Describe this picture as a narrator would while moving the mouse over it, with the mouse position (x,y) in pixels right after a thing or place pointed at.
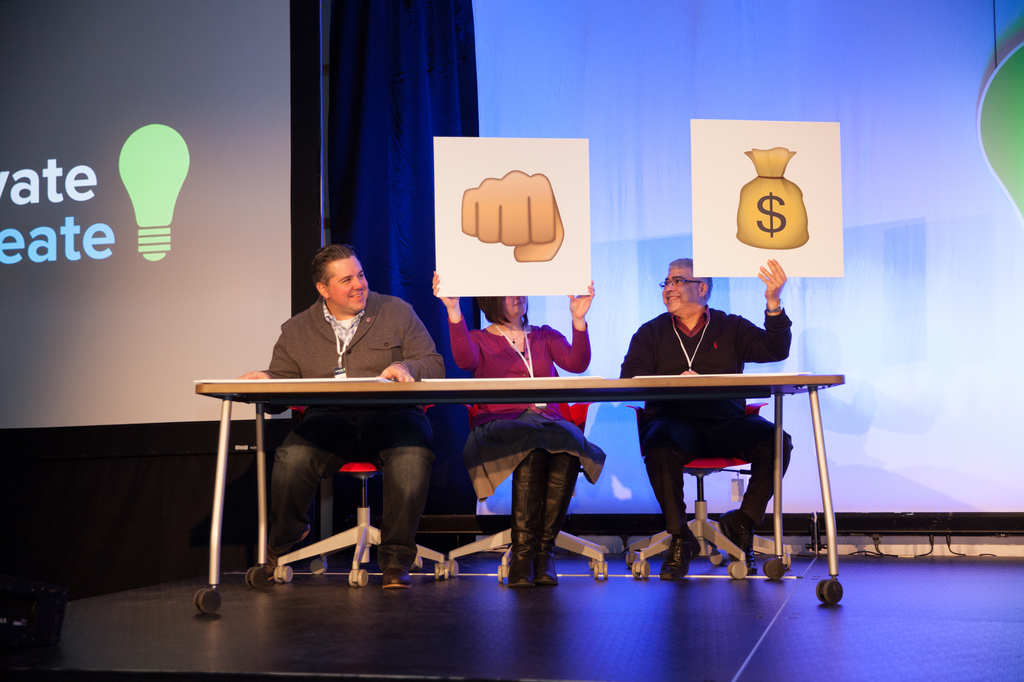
There are three people (531,329) sitting on chairs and these two people (520,315) holding boards (731,200), in front of these three people (430,364) we can see table (420,392). In the background (262,177) we can see screens (493,42) and curtain (432,86).
